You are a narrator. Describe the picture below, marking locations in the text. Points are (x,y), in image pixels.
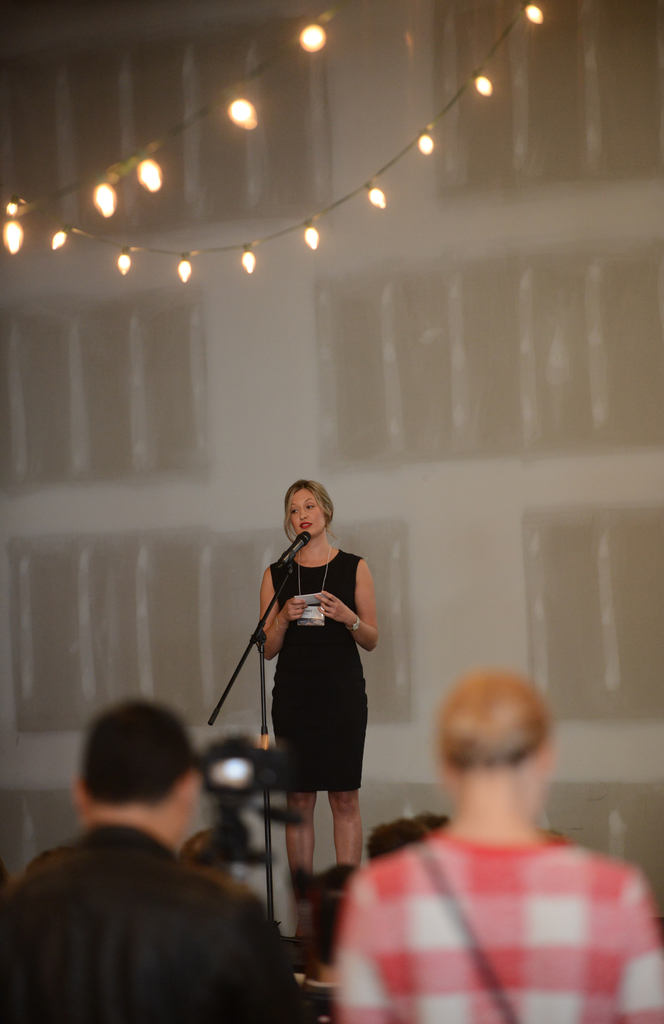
In this picture I can see a camera (247,766), there are few people (182,764), there is a mike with a mike stand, there is a woman (304,716) standing, there are lights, and in the background (475,292) it looks like a board (496,378) or a wall (406,502).
